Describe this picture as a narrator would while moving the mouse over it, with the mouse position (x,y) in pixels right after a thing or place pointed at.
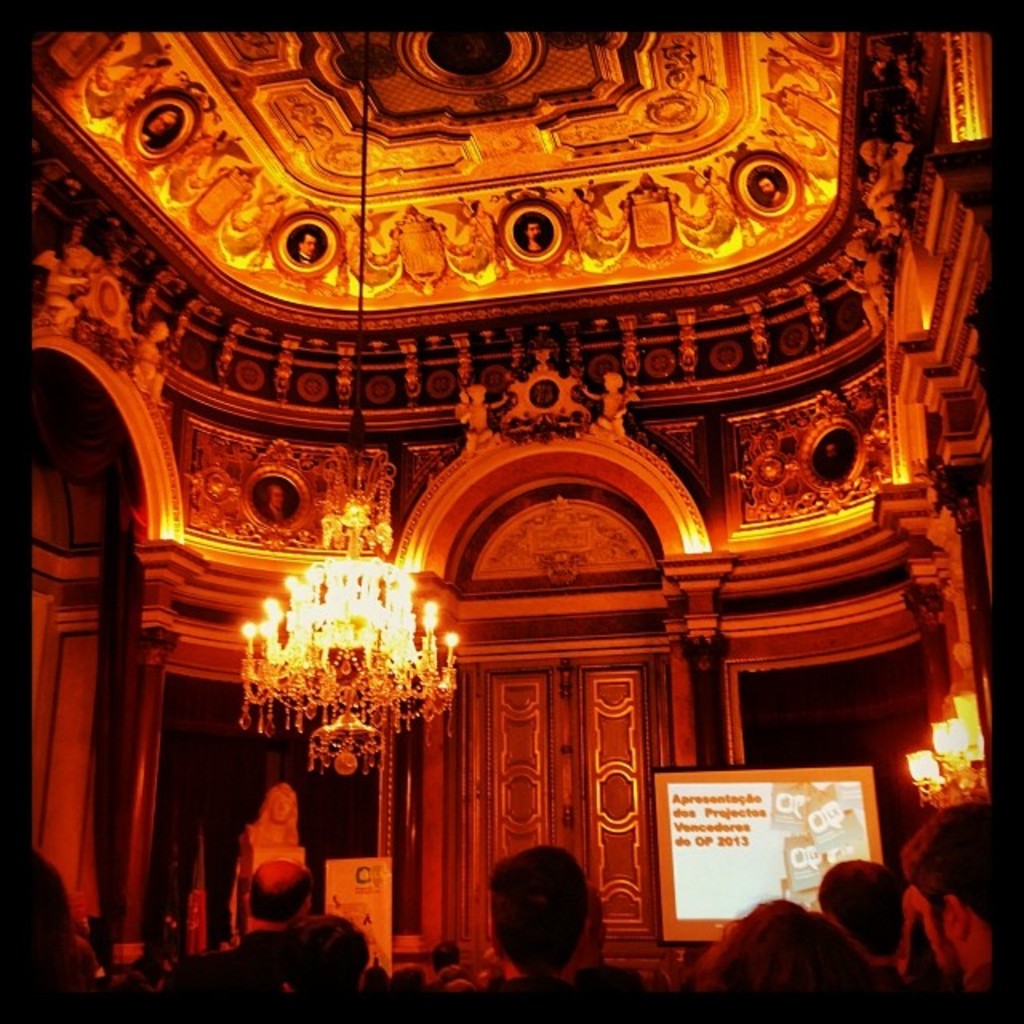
At the bottom of the image (553,889) few people (972,972) are standing. In front of them there are some banners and screen (701,830). Behind them there is wall (68,689). At the top of the image (223,143) there is ceiling (380,146), on the ceiling (728,151) there are some photos (770,163) and lights (347,457).
